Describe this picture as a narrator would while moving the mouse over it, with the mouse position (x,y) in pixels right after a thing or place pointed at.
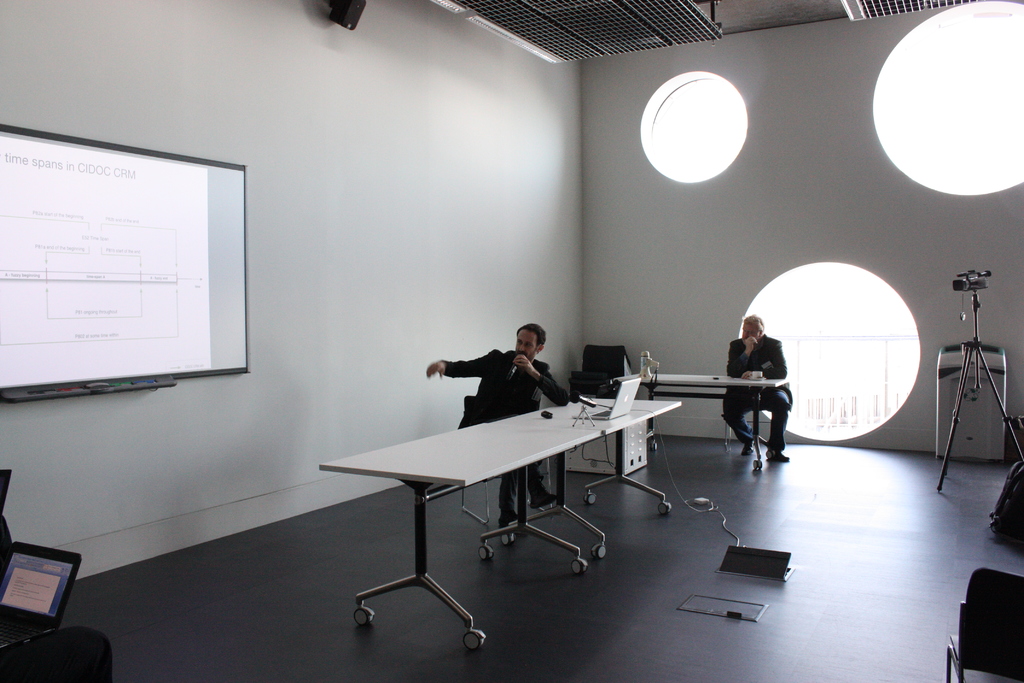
In this picture I can observe two men (546,387) sitting on the chairs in front of the respective tables (484,444). On the left side (163,325) I can observe screen (154,265) on the wall (77,55). In the background (306,253) I can observe wall (454,240).
